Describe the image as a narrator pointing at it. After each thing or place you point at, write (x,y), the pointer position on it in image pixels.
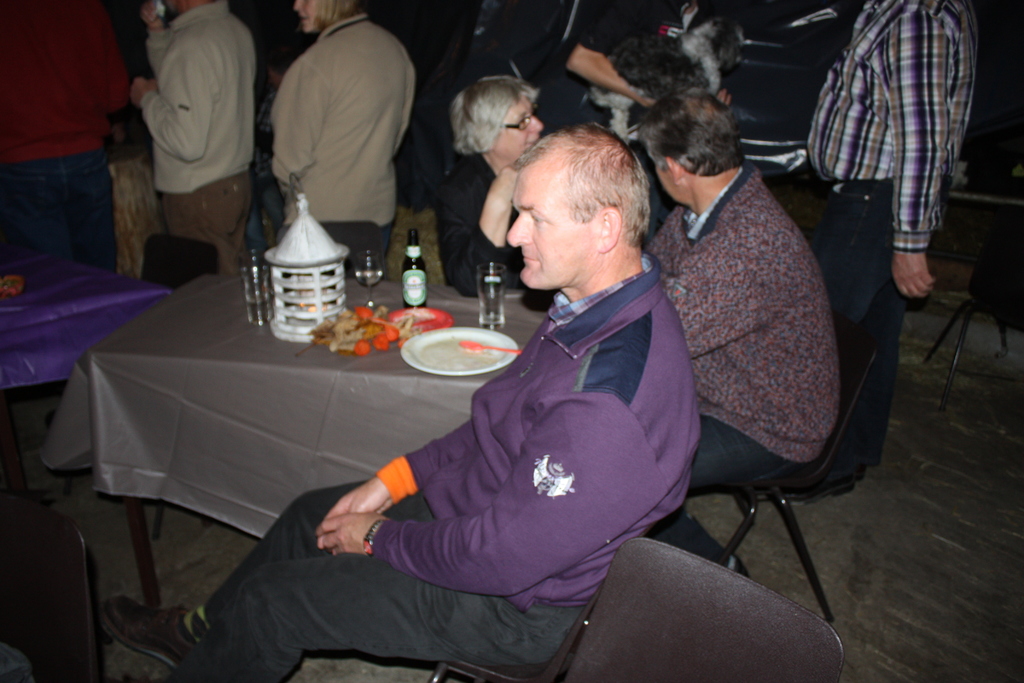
It seems to be the image is inside the restaurant (868,521). In the image there are group of people (596,162) sitting on chair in front of a table (440,400), on table (396,351) we can see a plate (460,338), spoon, glass (494,309), bottle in background (368,121) there are group of people (365,113) standing in middle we can also see a dog (687,63).
